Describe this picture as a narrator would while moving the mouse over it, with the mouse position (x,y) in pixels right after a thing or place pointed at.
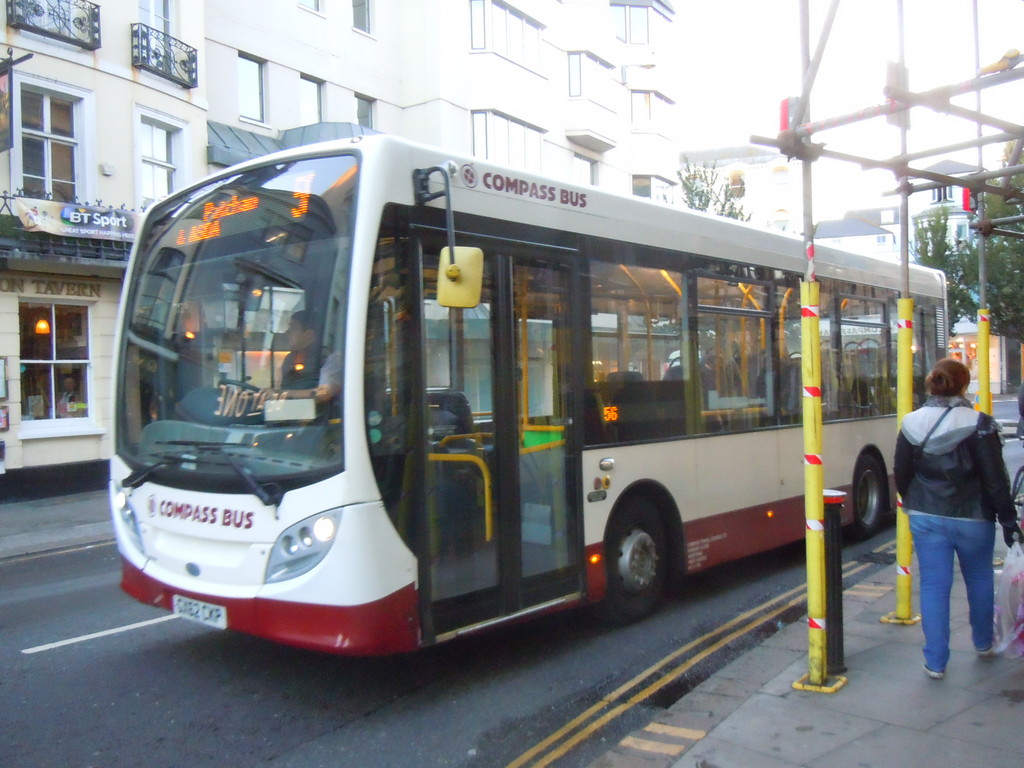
This picture is clicked outside the city (623,7). In the middle of the picture (434,381), we see a bus (365,355) in white and red color is moving on the road (345,667). We see a man (325,362) is riding the bus (342,379). Beside that, we see the poles (810,333) and a woman (928,419) in the black jacket (956,456) is walking on the footpath (931,689). On the right side (949,304), we see the trees (968,274). On the left side (69,150), we see the buildings (74,165) and the railing (60,34). There are trees (734,210) and buildings (651,187) in the background (672,194). At the bottom (232,725), we see the road (130,723).
